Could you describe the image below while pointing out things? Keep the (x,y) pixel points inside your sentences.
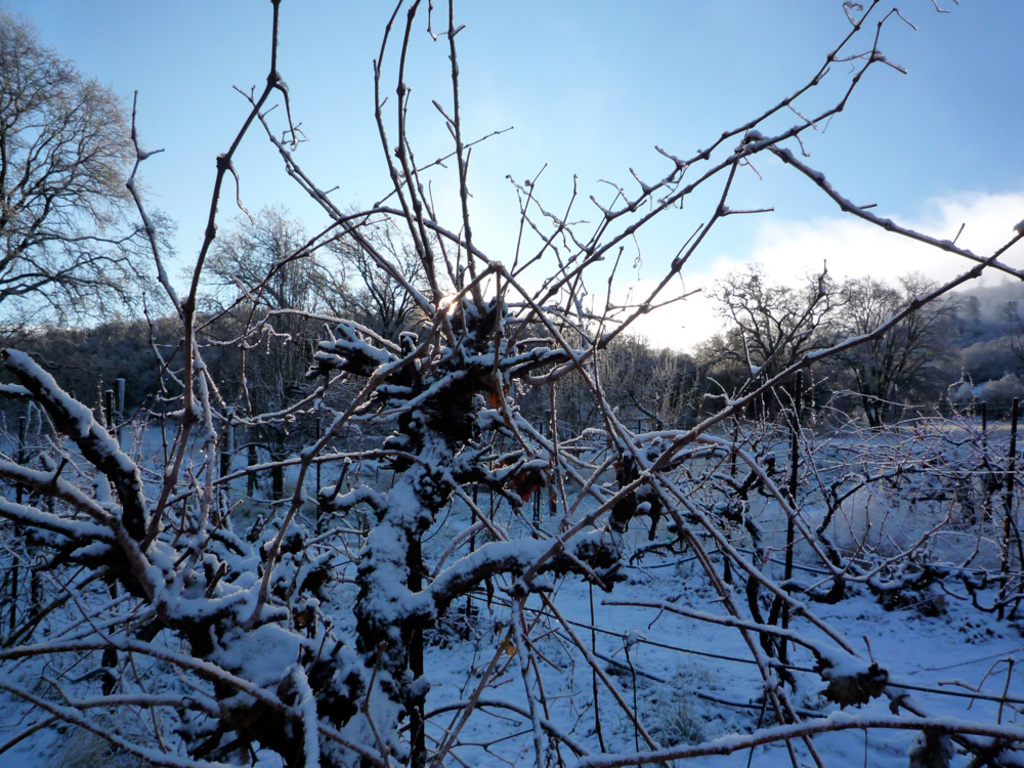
In this image we can see many trees (633,389) and plants (270,718). There is a snow (894,614) in the image. There is a blue and a slightly cloudy sky (825,249) in the image.
